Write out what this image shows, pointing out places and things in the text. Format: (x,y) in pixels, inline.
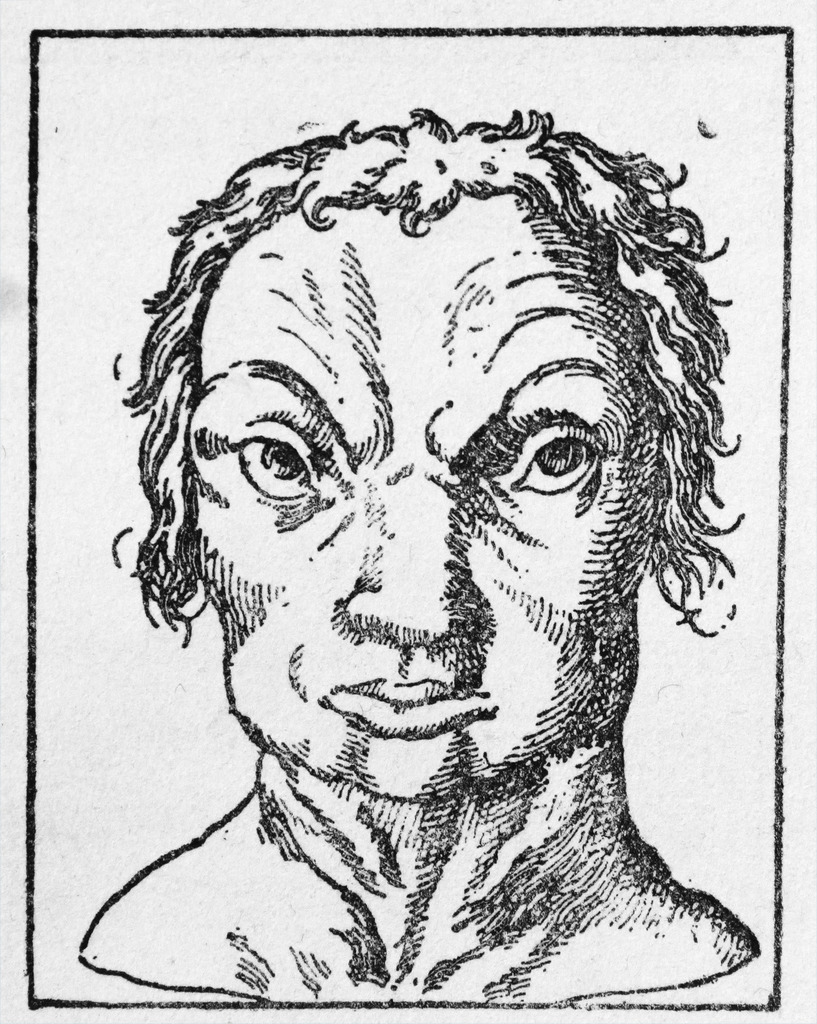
In this image we can see a sketch (375,517) of a person (527,458) and the background (356,101) is white.
